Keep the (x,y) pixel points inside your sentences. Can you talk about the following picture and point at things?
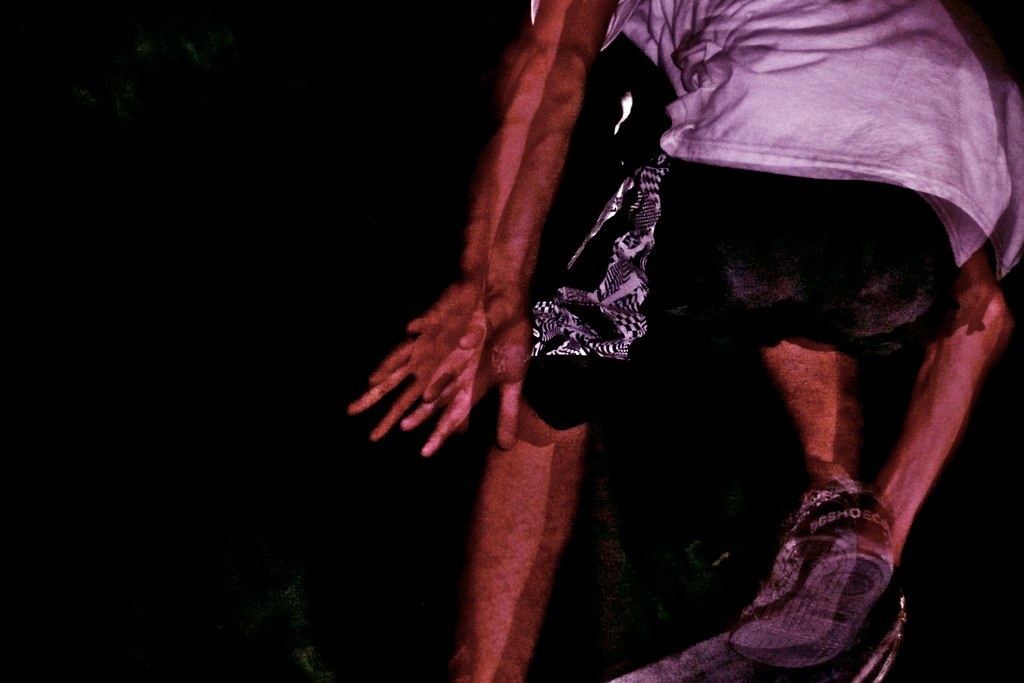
This is an edited image, in this image there is one person (697,312) who is running and there is a black background (352,184).
